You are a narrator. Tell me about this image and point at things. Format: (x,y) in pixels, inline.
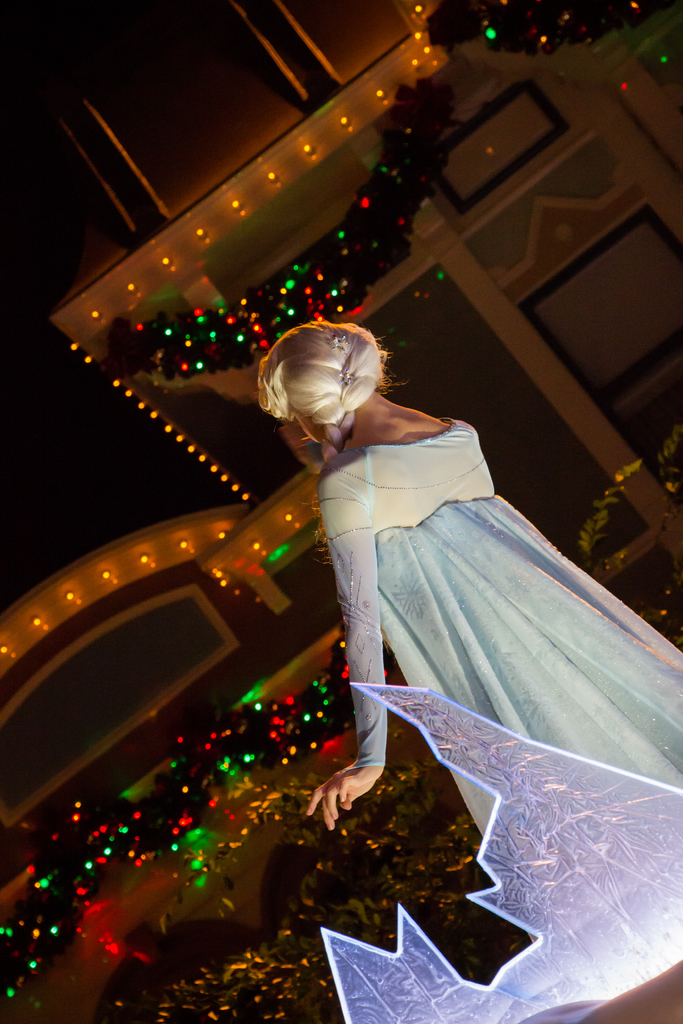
In this picture we can see the walls (233,626) are decorated beautifully with lights (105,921) and decorative items (377,184). We can see a woman (441,478) wearing a dress (503,528) and standing.
